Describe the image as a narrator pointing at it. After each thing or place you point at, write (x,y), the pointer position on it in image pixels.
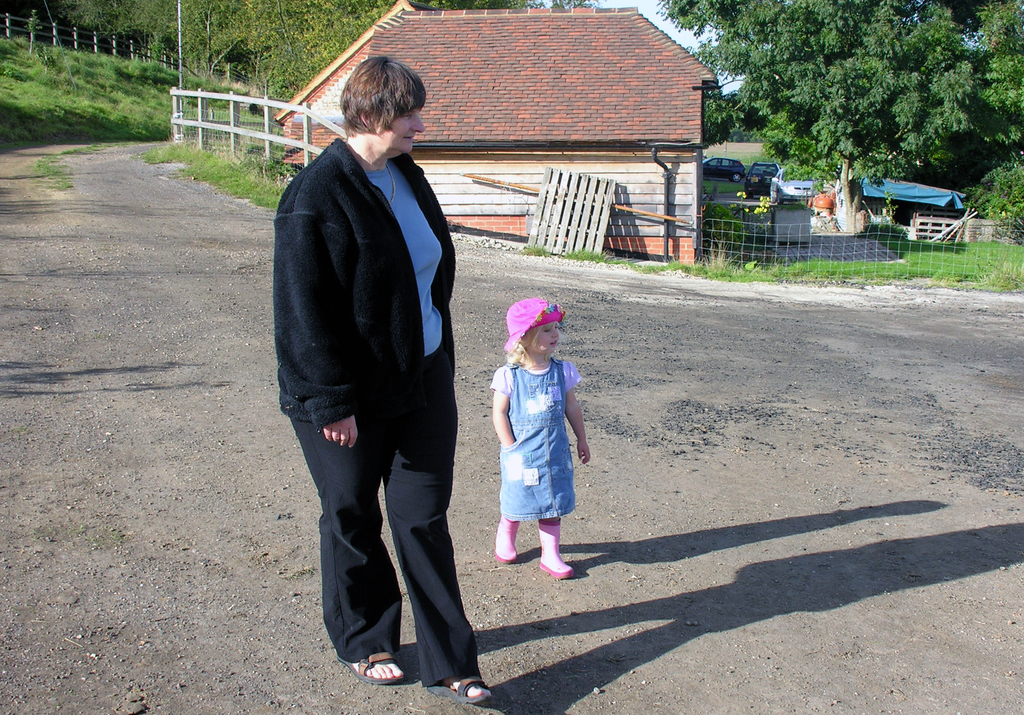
This image is taken outdoors. At the bottom of the image (797,594) there is a ground (225,555). In the background (189,54) there are many trees (214,26) with leaves (276,35), stems (772,72) and branches (838,74). There are a few plants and there is a ground (77,105) with grass (228,176) on it. There is a wooden fence (84,44) and there is a pole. There is a house (513,97) with walls (559,165) and a roof (577,72). There are a few objects (569,206). There is a mesh (868,256). A few cars (735,168) are parked on the ground (840,227). There is a tent (942,204). In the middle of the image (414,395) a woman (390,270) and a kid (513,406) are walking on the ground (455,487).
